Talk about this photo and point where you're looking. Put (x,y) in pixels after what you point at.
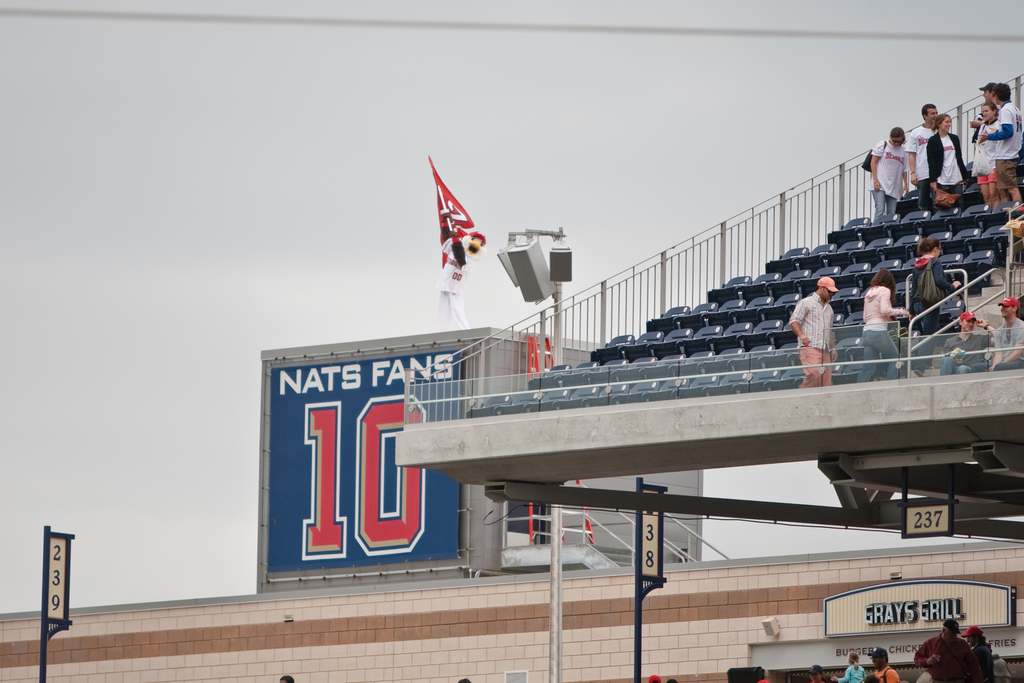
In the foreground (638,535) I can see poles (550,606), fence (883,372), shed (518,613) and a group of people (891,334) in a stadium (849,389). In the background (842,133) I can see the sky (495,140). This image is taken may be in a stadium (568,523).
